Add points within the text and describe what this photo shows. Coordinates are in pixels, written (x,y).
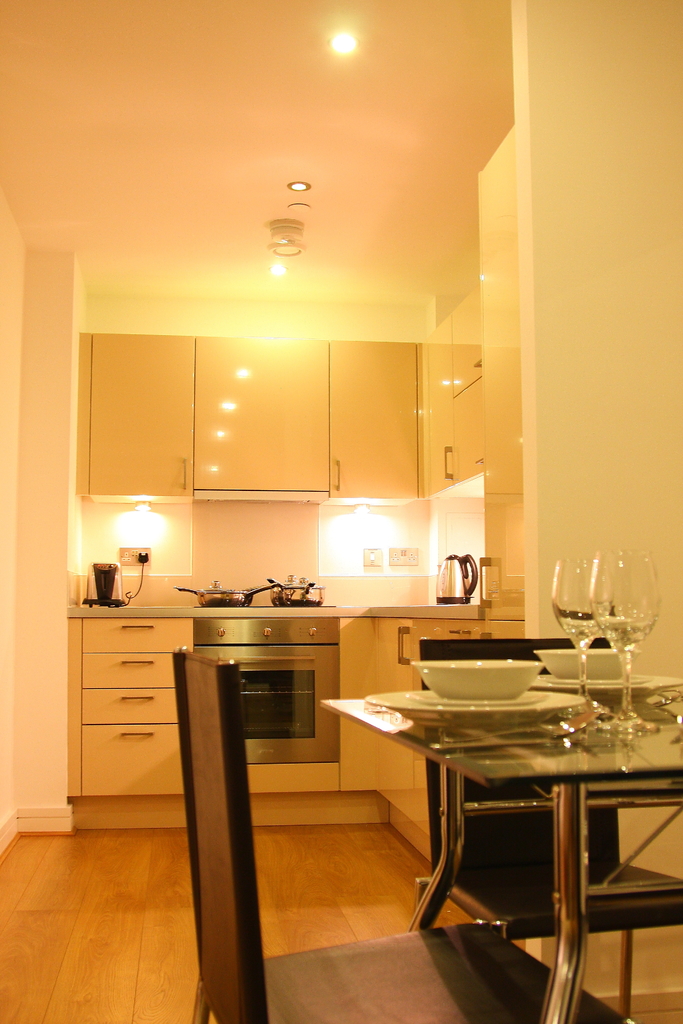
In this image we can see an inside view of a room (264,812). In the foreground (285,952) we can see two chairs (523,902) and a table (526,802) containing group of bowls (614,666) and glasses (625,666) on it. In the background (419,791), we can see a group of cupboards (163,648), stove (290,648), two pans (298,594) and a kettle (462,586) placed on the counter top (453,608) and some lights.
